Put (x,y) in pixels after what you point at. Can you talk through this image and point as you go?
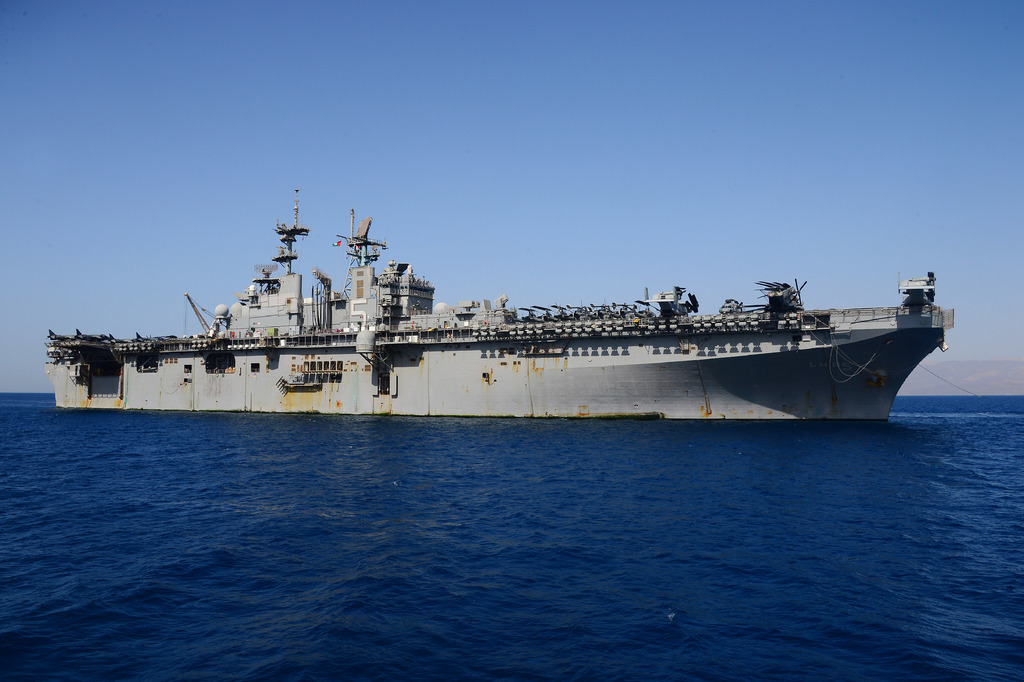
This image consists of a big ship (416,289) in gray color. At the bottom (661,568), there is water (297,460). At the top (820,115), there is sky (855,112).
